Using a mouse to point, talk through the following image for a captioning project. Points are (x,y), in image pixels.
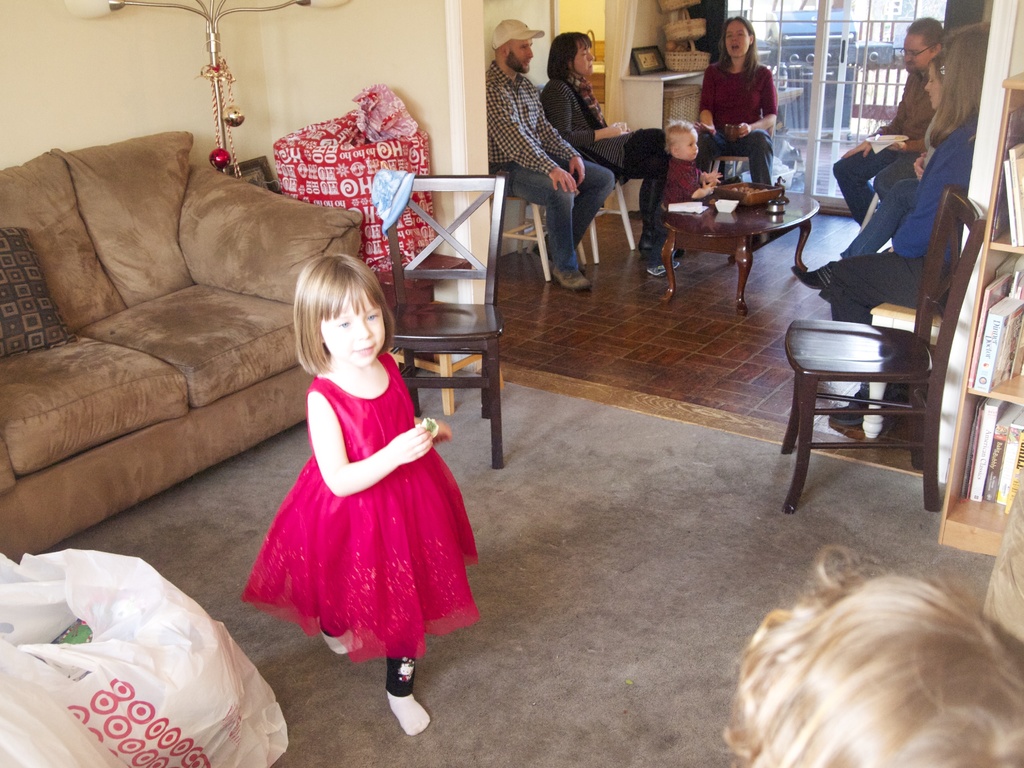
A floor (694,391) with carpet (659,471). This girl (380,472) wore pink color frock (398,537). We can able to see couch (152,299) with pillow (12,338), chair (478,340), plastic covers (191,662) on floor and on this table (423,302) there is a bag (365,152). Far these persons (720,81) are sitting on chairs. Beside this table (713,218) a kid (680,189) is standing. On this table (736,210) there are things (746,201). This is window (818,62). On this table (663,89) there is a basket (673,61) and picture (655,61). This rack (1008,284) is filled with books (1008,171).
